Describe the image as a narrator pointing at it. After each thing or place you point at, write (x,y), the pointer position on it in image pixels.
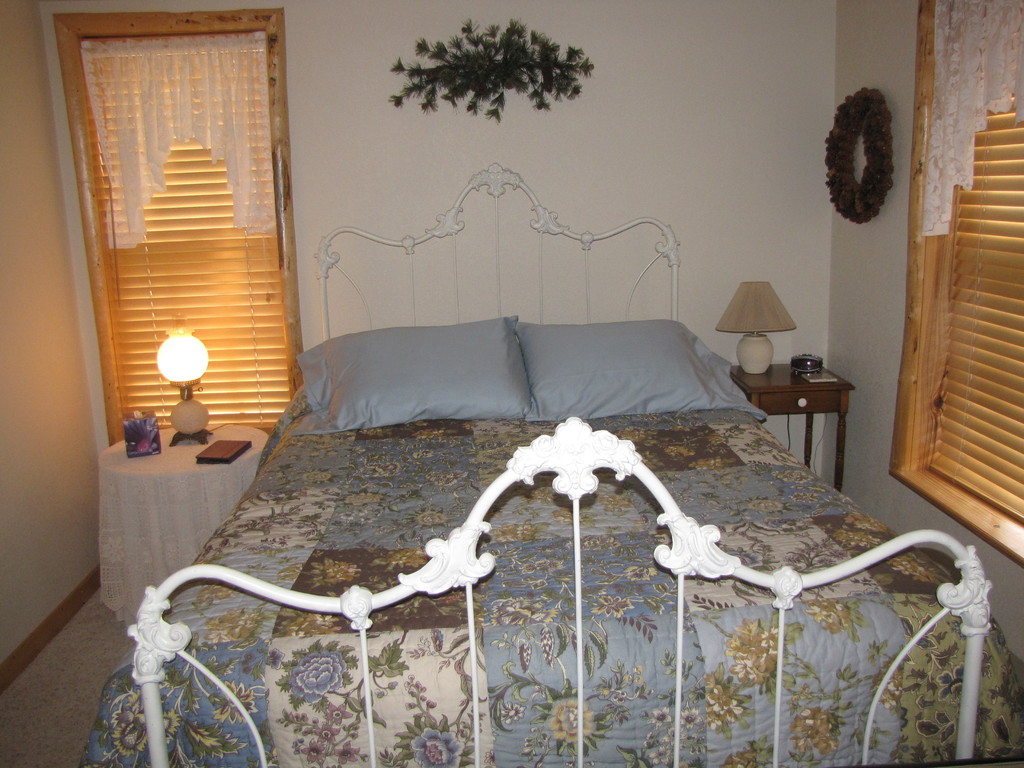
This picture is taken inside the room (732,710). In this image, in the middle (518,373), we can see a bed (462,415), on the bed (403,396), we can see two pillows (412,411) and a blanket (791,542). On the right side (1011,156), we can see a window (1011,156) and a curtain (1018,85). On the right side (837,395), we can also see a table (758,388), on that table (792,376), we can see a lamp (754,351) and a book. On the left side (226,494), we can also see another table (185,465), on that table (178,438), we can see a white colored cloth (214,473), book (233,456), lamp (206,412). On the left side (227,67), we can also see a curtain (222,85) and a window (219,249). In the background (873,114), we can see a garland (862,131) and a plant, wall (609,99).
